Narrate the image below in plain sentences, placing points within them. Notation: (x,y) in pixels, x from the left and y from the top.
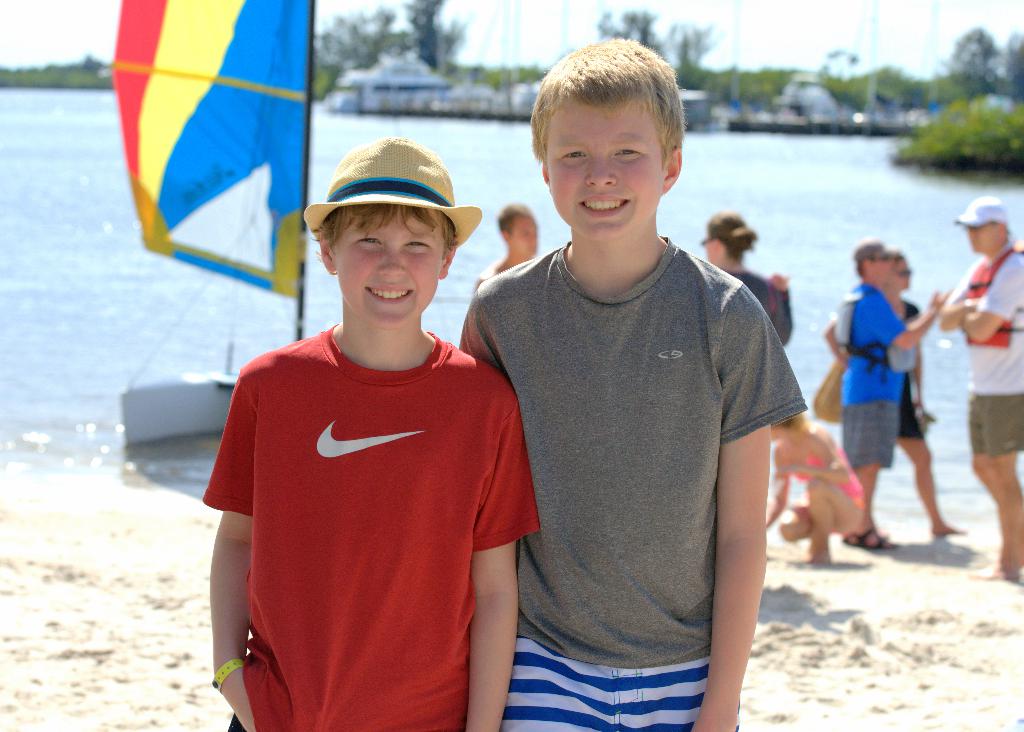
In this image I can see some people (543,495). I can see a boat (266,260) on the water (125,198). In the background (456,89), I can see the houses (705,104), trees (993,147) and the sky (475,34).
